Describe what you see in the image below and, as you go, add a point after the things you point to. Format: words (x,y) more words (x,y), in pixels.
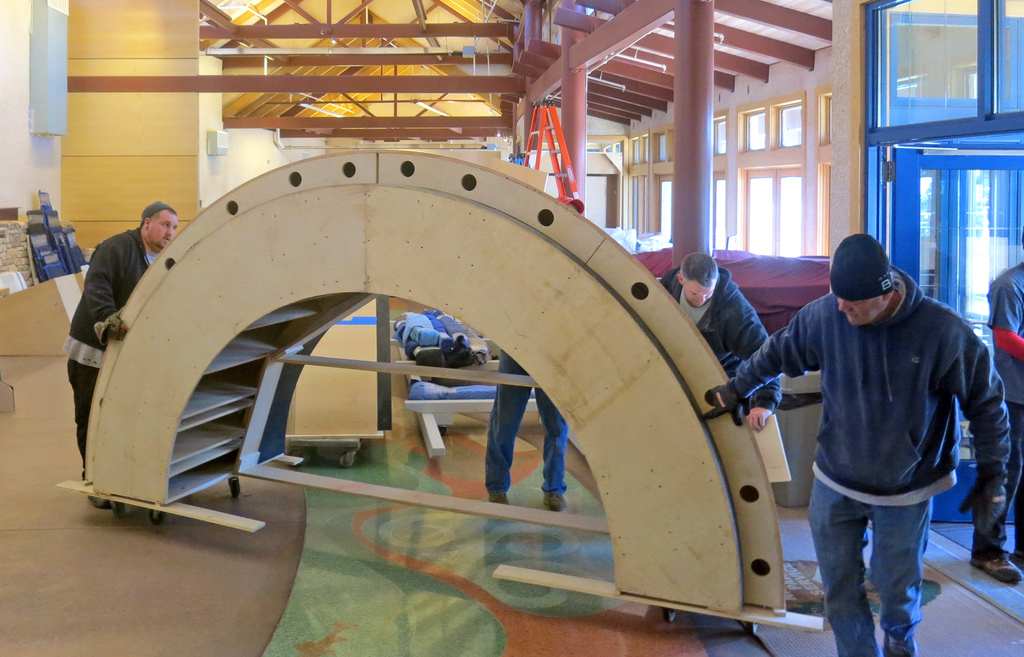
In this image we can see four people (881,402) trying to pull an object (710,562) to the right side of the image (900,597). In the right side of the image (959,272) there is a door (988,223) and one person (1014,388) is opening it. On the left side of the image (39,277) there are some object (37,300) placed on the floor (38,486). In the background of the image (294,90) there are some wooden rods (362,64) attached to the top (822,14) of a house (803,8).
